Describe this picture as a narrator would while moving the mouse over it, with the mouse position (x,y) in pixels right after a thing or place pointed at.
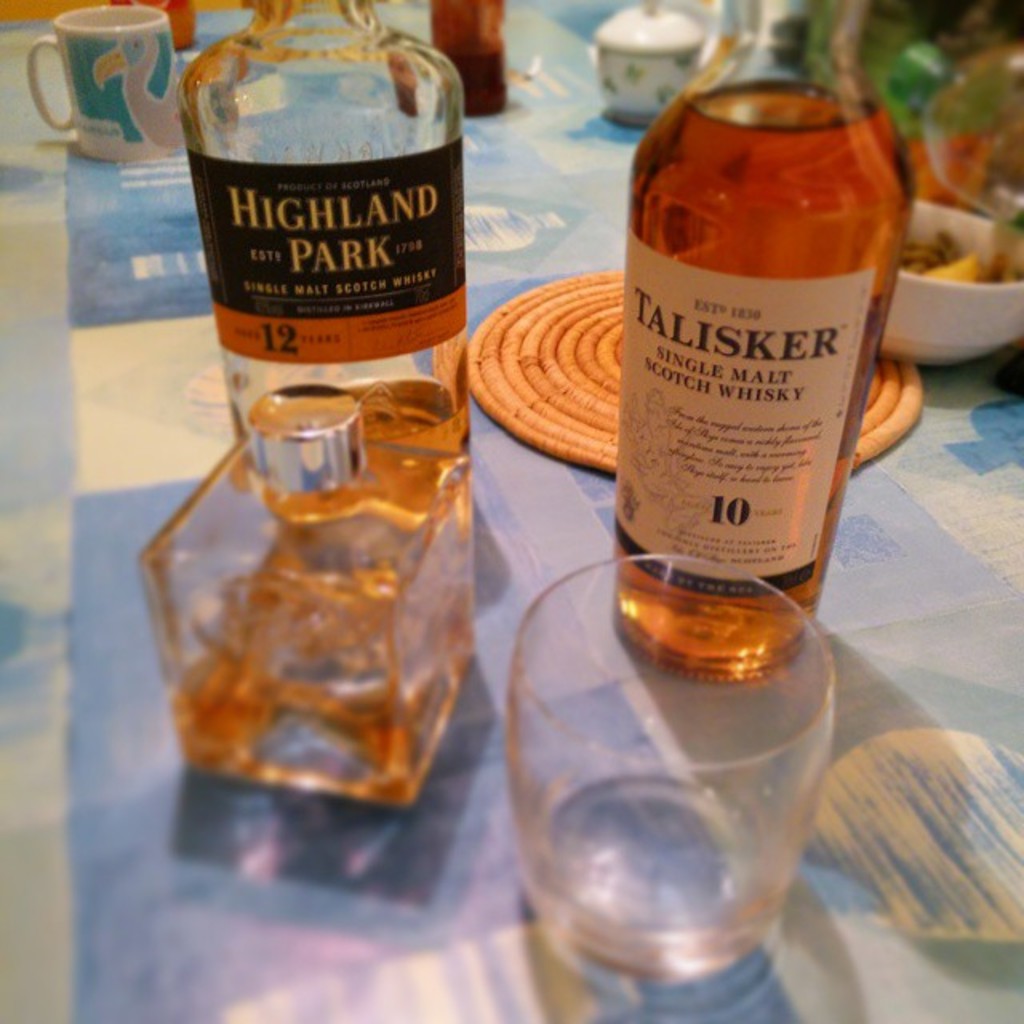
In this image I see bottles (847,216), glasses (705,792), cups (146,19) and a bowl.
